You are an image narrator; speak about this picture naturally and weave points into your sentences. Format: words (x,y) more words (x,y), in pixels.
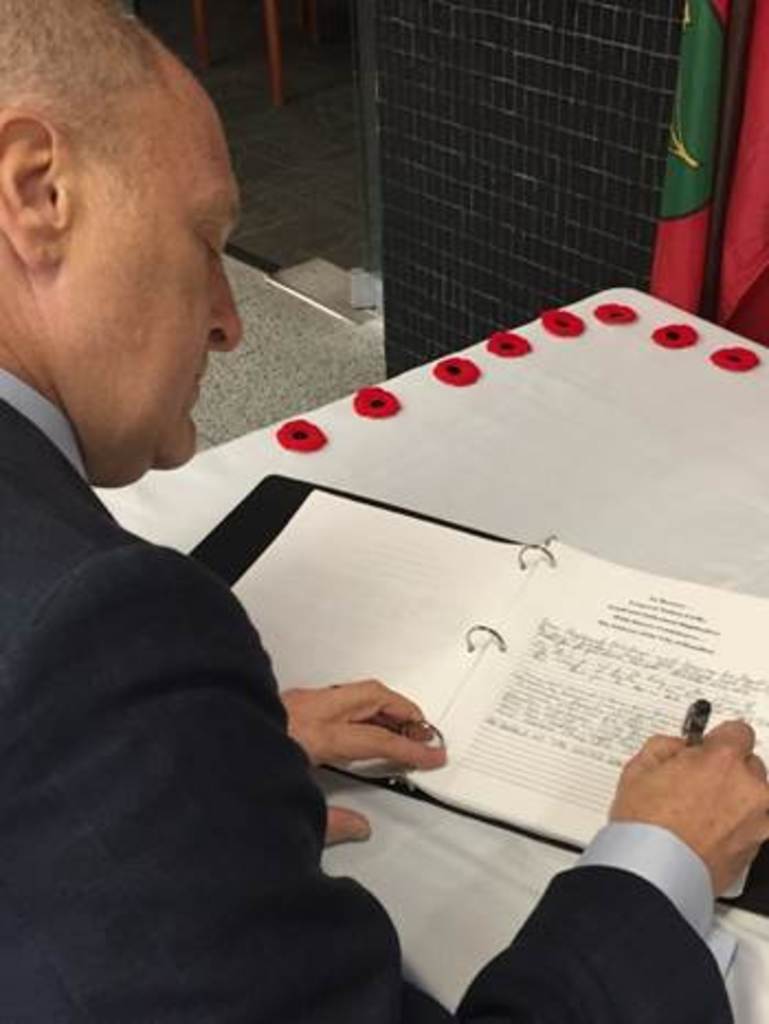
In this image, there is a person (160,588) wearing clothes (157,607) and writing something on a book (550,627) which is on the table (512,523).
